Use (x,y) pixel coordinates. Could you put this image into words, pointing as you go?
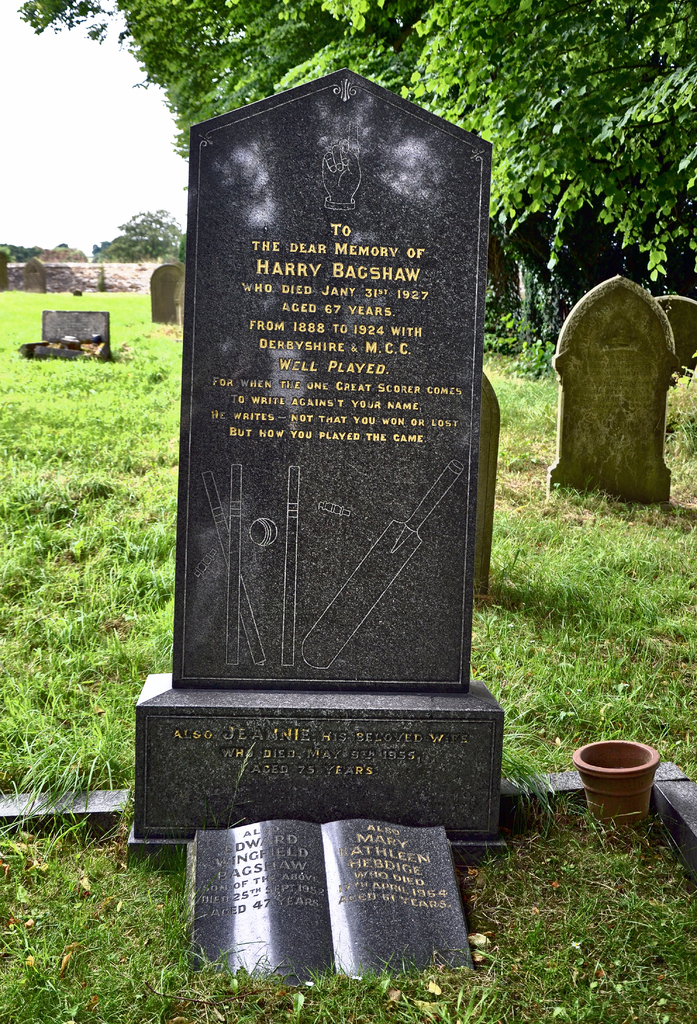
In this image I can see there is a graveyard (364,518). And there is a grass (71,295) and a pot (634,795). And at the back (118,288) there is a wall (124,284) and trees (128,257). And at the top (97,146) there is a sky (113,55).
